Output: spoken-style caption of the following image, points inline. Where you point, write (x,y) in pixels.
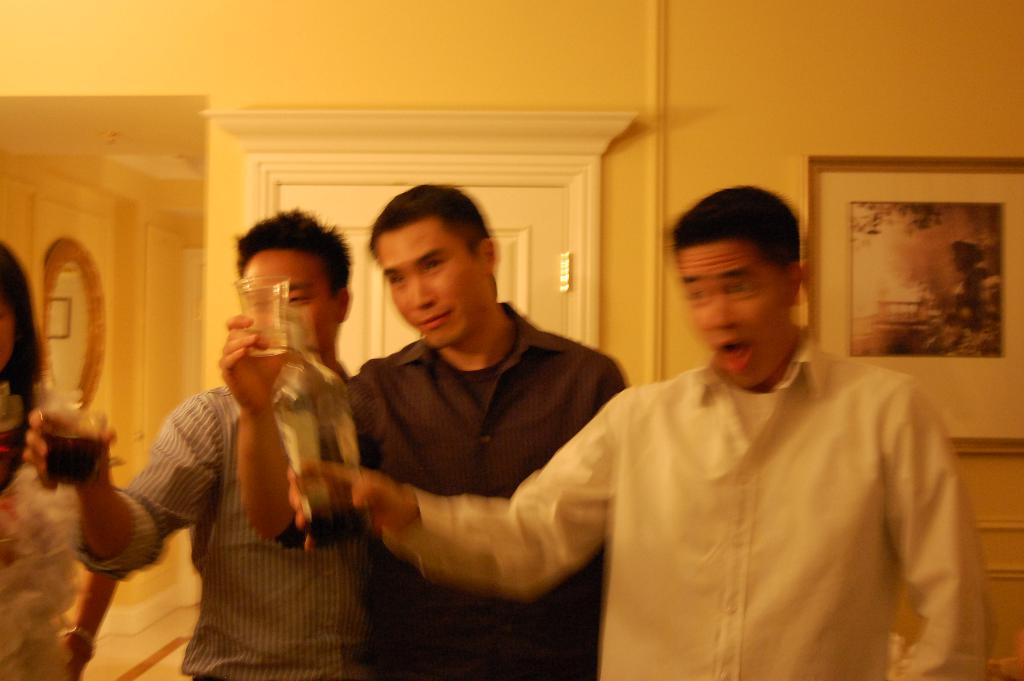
This image is clicked inside a room (66,155). There is a mirror (72,359) on the left side (60,291). There is a photo frame (904,282) on the right side (938,403). There is a door (532,201) in the middle (501,240). There are 4 persons (526,497) standing in the middle (559,358). Three of them are holding glasses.
